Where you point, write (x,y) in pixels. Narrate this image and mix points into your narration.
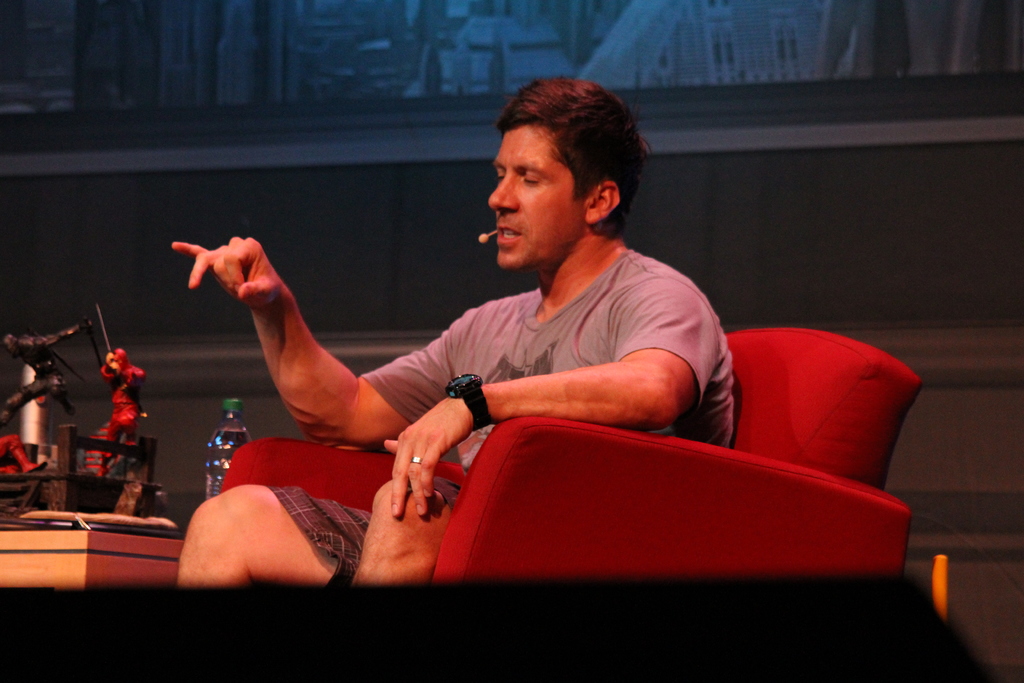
This image is taken indoors. In the background (601,81) there is a wall (844,199). On the left side of the image (20,567) there is a table (30,579) with a bottle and a few figurines (19,404) on it. In the middle of the image (554,292) a man (565,235) is sitting on the couch (528,450) and he is talking.
